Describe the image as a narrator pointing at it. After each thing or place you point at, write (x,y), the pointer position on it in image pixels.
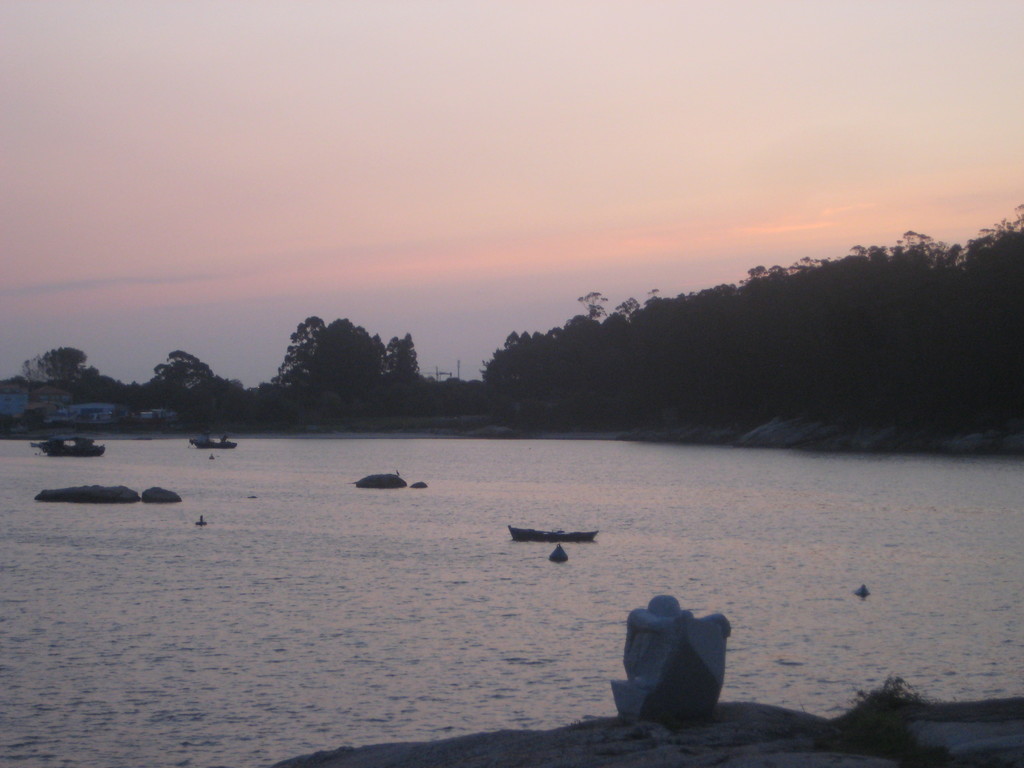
In this image I can see few boat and water (439,561). Back I can see a trees (559,376) and poles (461,368). The sky (404,179) is in pink and orange color.
